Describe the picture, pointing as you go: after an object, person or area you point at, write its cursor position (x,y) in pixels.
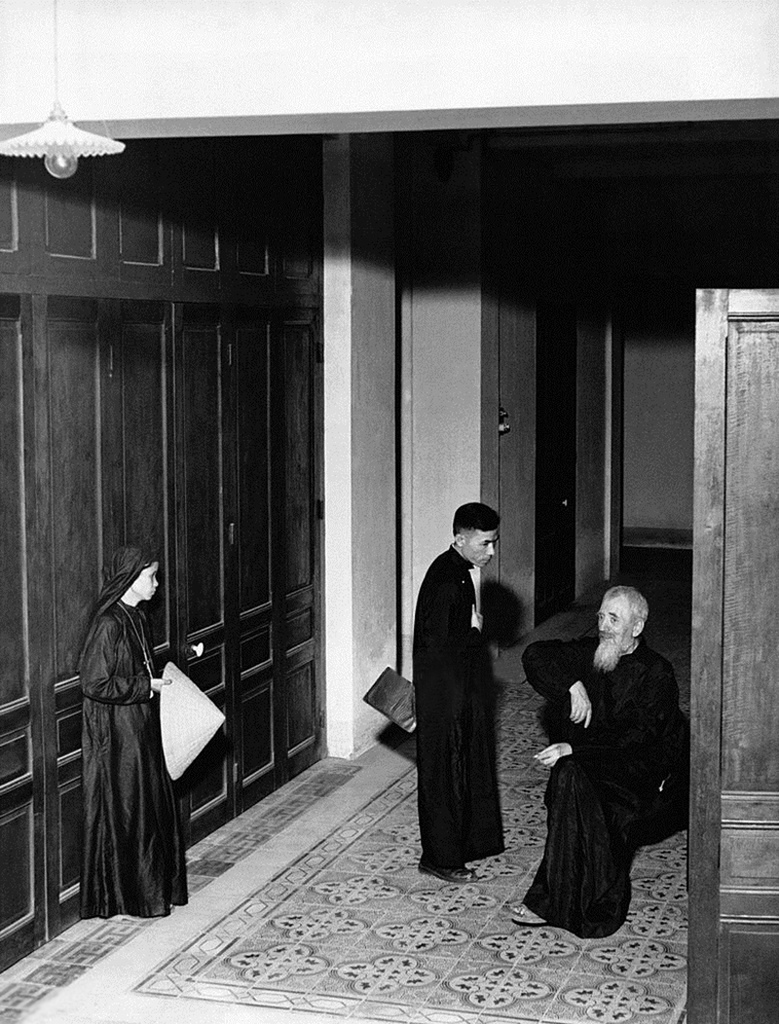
It is the black and white image in which we can see there are three persons (434,829) in the middle (479,658). On the right side (601,720) there is a man (613,765) sitting in the chair (669,809). On the left side (144,712) there is a girl (160,728) standing beside the wall (61,616). At the top (57,161) there is a bulb (57,161). On the right side (719,614) it looks like a door (700,699).
